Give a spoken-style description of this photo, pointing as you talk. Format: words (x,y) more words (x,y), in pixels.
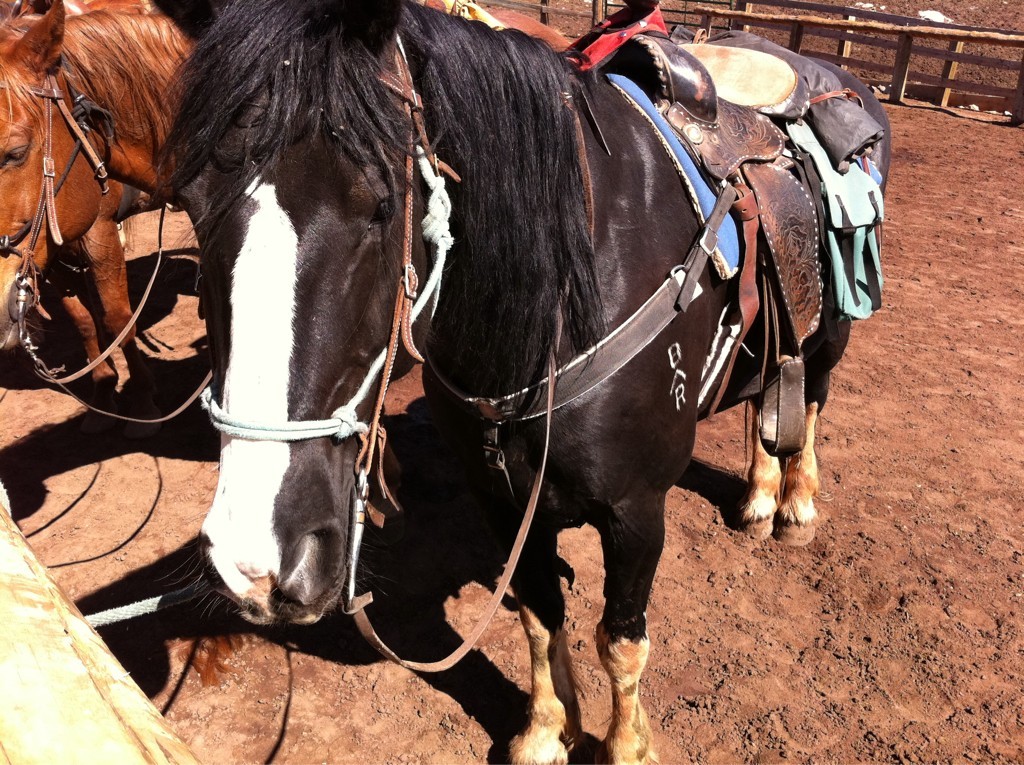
In this image, we can see two horses (397,239) are standing on the ground (783,750). Background (991,91) we can see wooden fencing (826,30).
